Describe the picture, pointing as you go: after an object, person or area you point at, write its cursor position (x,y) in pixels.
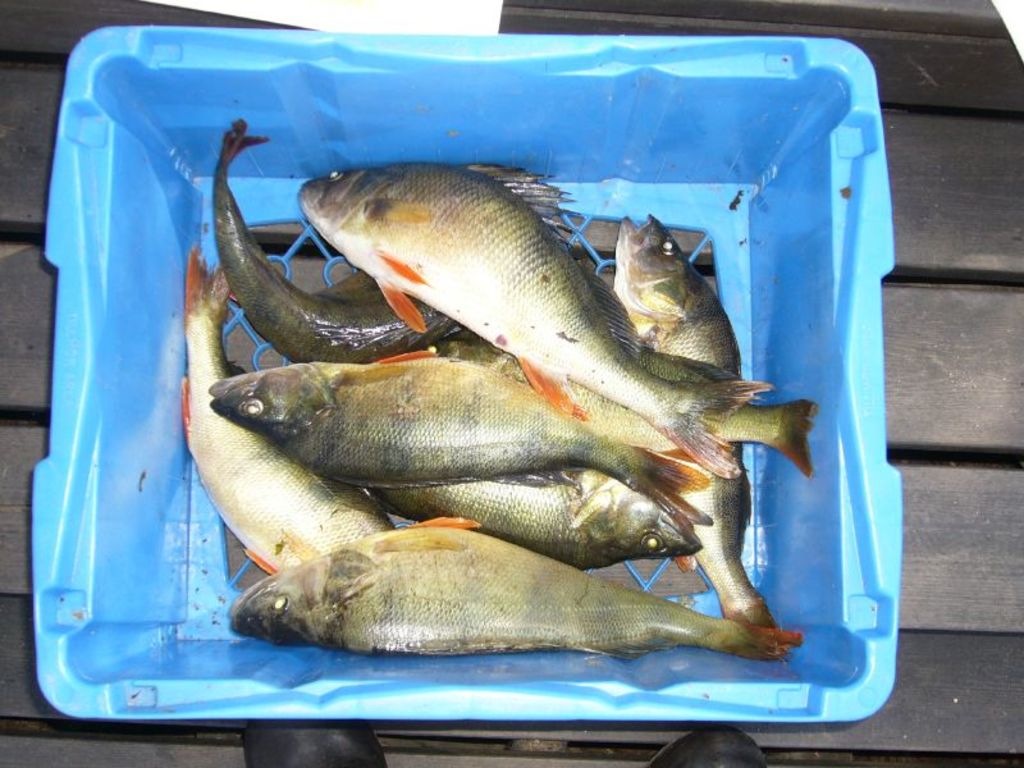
In the foreground of this picture (536,540), there are fishes (598,378) in a blue basket (868,390) placed on a black surface (971,475) and we can also see shoes (347,725) on the bottom side of the image (328,754).
